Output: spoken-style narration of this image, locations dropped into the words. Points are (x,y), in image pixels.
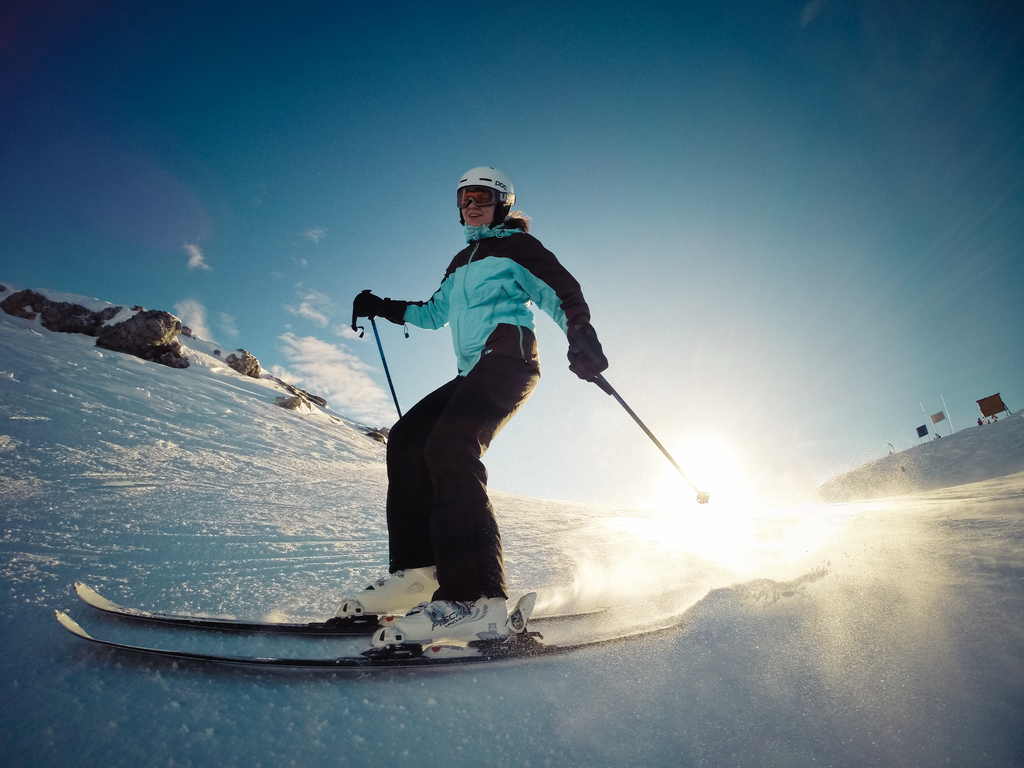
In this image I can see a woman (474,392) wearing blue and black jacket (488,269), black pant (454,404) and black glove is skiing on the snow (305,568) and I can see she is holding two black colored sticks (616,393) in her hands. In the background (142,356) I can see few rocks (145,325), few other persons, few other objects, the sky (820,303) and the sun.
